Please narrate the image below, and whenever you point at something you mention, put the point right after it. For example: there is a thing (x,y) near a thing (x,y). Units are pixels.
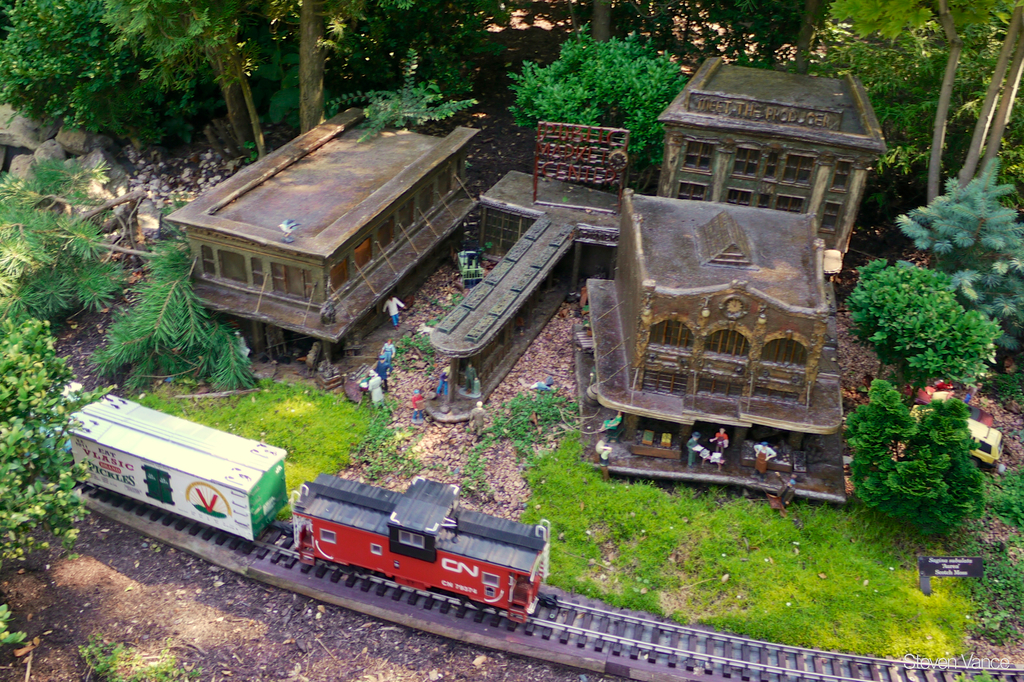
In this image I can see buildings (678,218), boards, people (394,303), vehicles (983,431), train (135,481), train track (872,671), trees (865,48), grass (618,506), plants (850,46), rocks (58,139) and things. At the bottom right side of the image (990,666) there is a watermark (975,664).
